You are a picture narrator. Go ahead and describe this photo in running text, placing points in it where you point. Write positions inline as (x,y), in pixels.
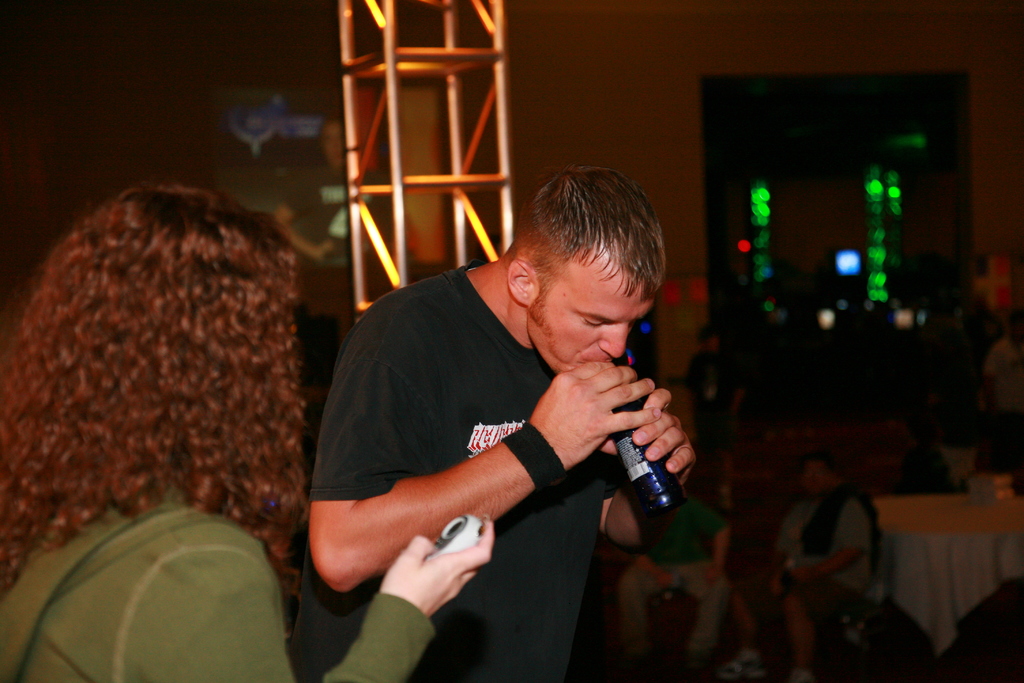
In this picture we can see a man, woman (220,508) and a woman (225,513) is holding an object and a man (374,570) is holding a bottle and in the background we can see few people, wall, table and some objects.
